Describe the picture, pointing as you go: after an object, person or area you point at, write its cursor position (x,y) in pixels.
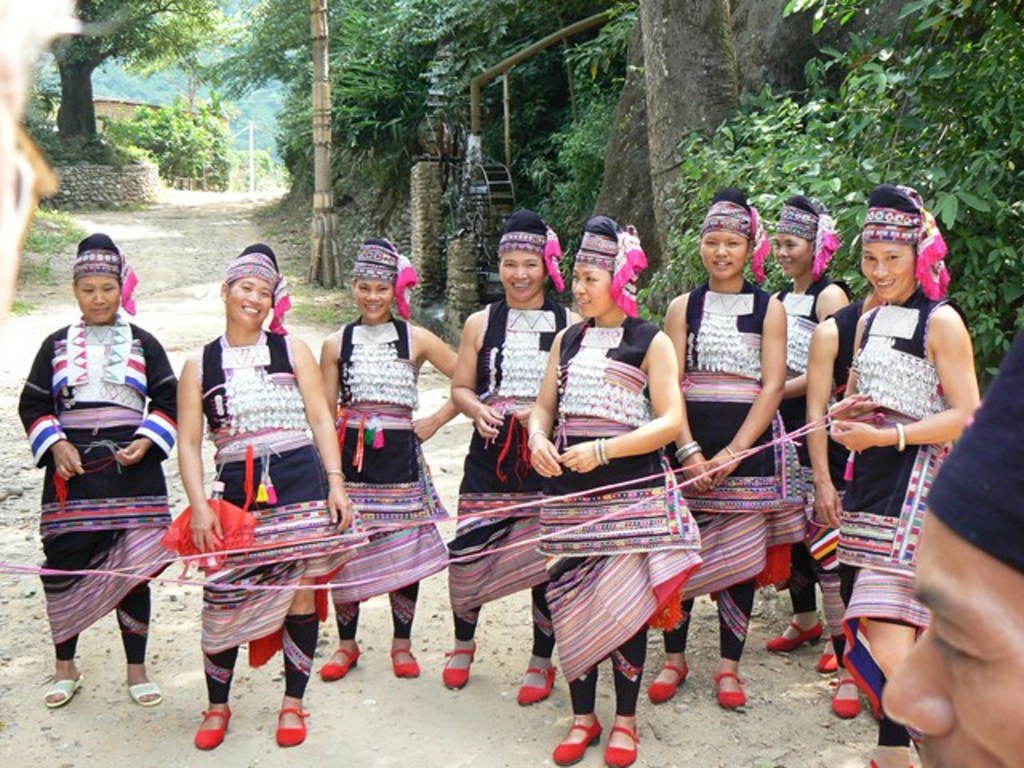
In the center of the image (392,460) we can see some people (543,331) are standing and smiling and wearing costume (591,493). In the background of the image (742,157) we can see the trees (416,115), pole (328,142), stone wall (110,187), gate (460,177), rods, house (131,114), road (213,208). At the bottom of the image (415,704) we can see the ground (102,730). In the bottom right corner (969,680) we can see a person head (980,554) and wearing cap (1004,494). On the right side of the image (893,461) we can see a lady (917,347) is holding a rope (828,423).
